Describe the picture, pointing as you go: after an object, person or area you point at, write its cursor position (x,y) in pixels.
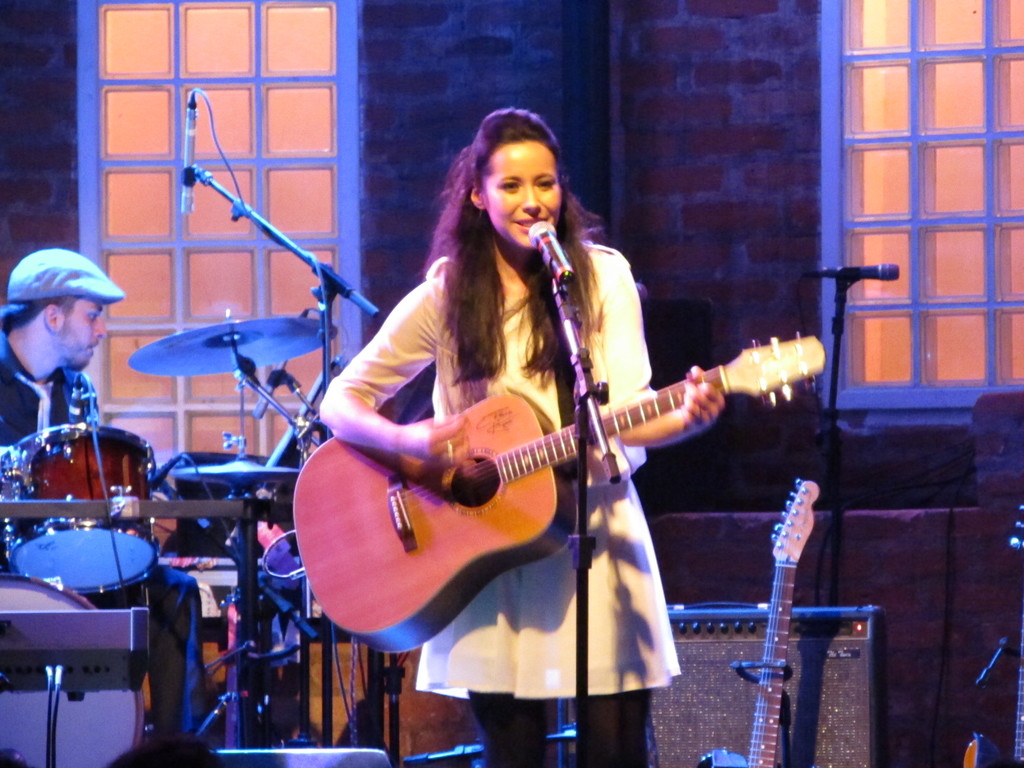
This picture is taken inside a room (830,252). There are two people (407,337) in the room (306,378). The man (76,318) in the image is wearing cap (50,285) and is playing drums (128,444). The woman (522,312) standing in the center (528,343) is singing as well as playing an acoustic guitar (421,562). In front of them there are microphones (547,257) and stands (201,175). Beside her there is another guitar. In the background (670,149) there is wall (673,134) of red bricks (500,54) and window (955,91).
